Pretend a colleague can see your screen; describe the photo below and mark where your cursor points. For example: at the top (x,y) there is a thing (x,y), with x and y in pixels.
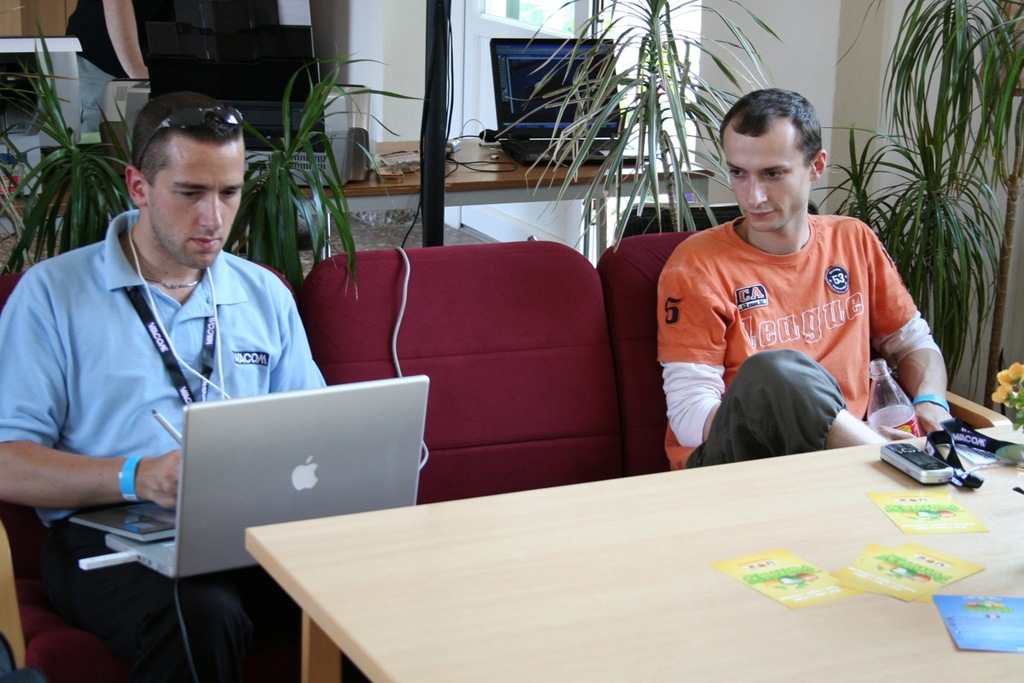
This picture shows two men (182,636) seated on the chairs (409,355) and a man (66,581) working on the laptop (411,389) and we see few plants (38,179) back of them and we see a table (417,651) in front of them.
